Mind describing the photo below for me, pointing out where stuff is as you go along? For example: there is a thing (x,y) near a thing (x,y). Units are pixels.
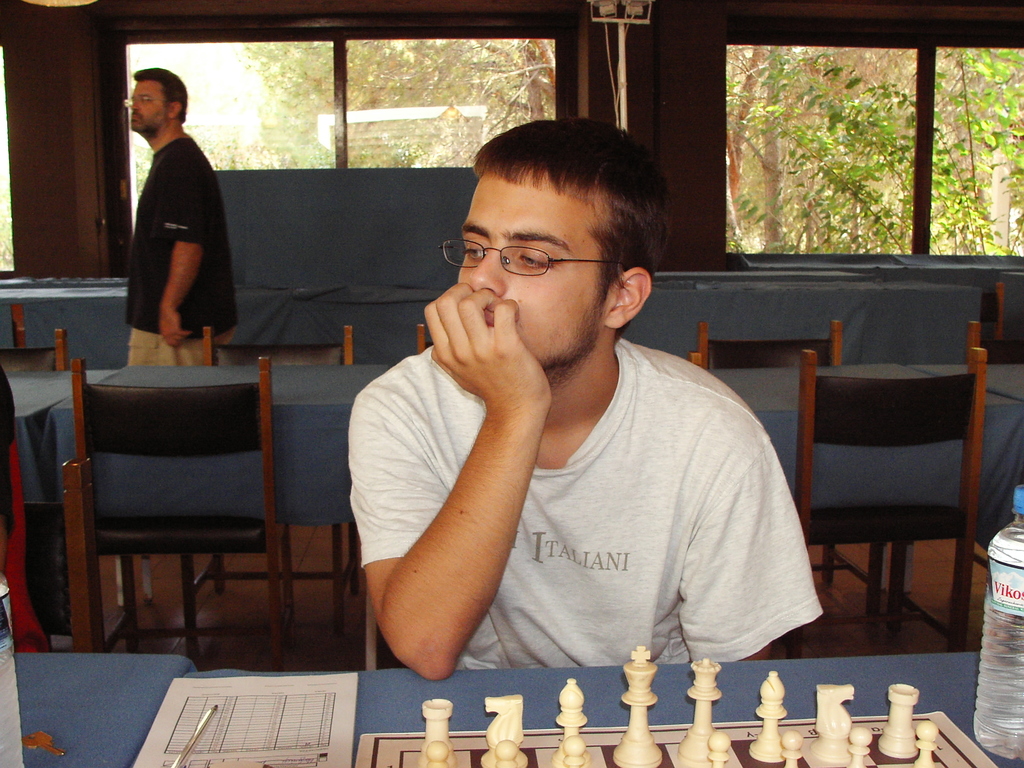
In this image we can see a person (662,502) sitting near the table (811,710). There are chess board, paper (273,727), pen (198,725) and water bottle (989,594) on table (679,711). In the background (235,451) we can see tables (198,481) with chairs (171,400), person (128,287) standing and glass windows (374,120) through which we can see trees (761,125).
